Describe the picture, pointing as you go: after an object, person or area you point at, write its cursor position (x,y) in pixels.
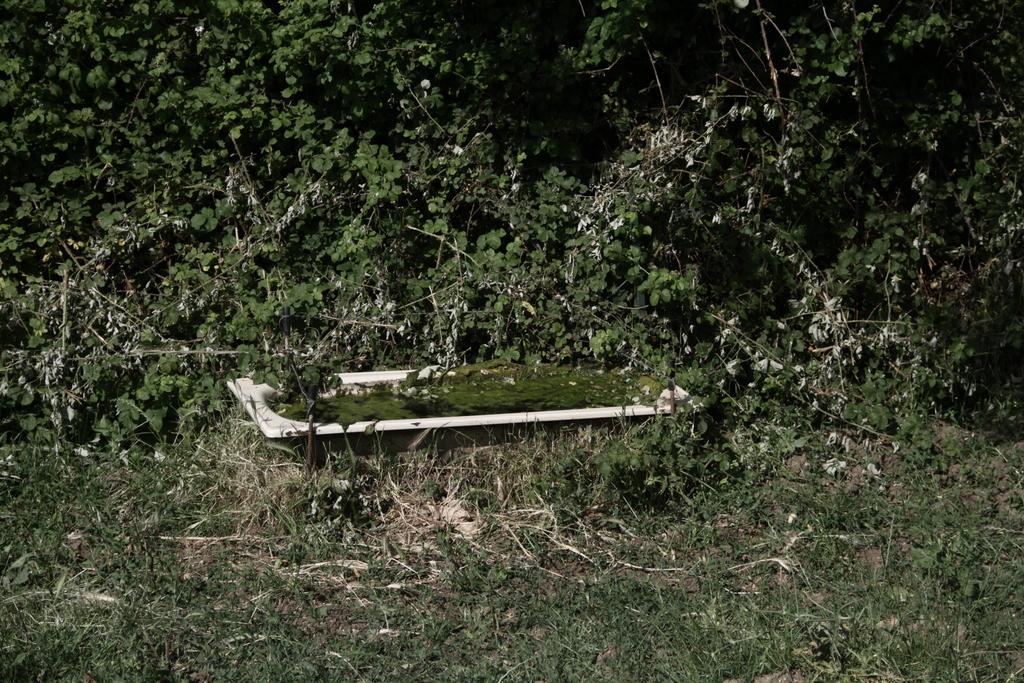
In the picture I can see the trees (854,324). It is looking like a bathtub (507,410).
